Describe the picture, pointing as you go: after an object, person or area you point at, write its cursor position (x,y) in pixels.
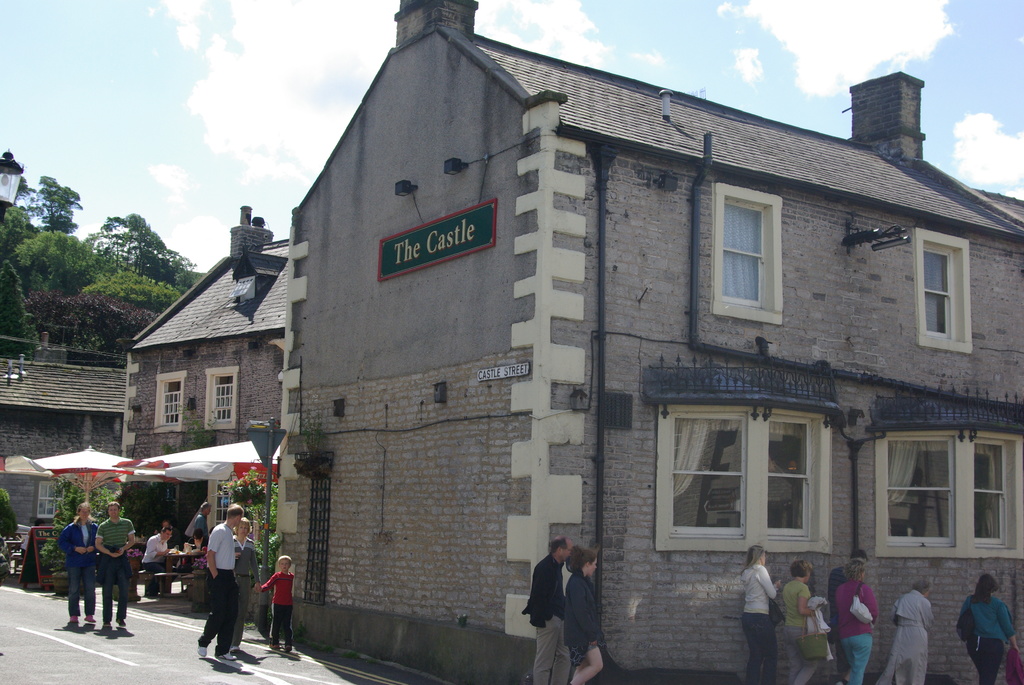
In the center of the image (353,385) we can see buildings (192,383). At the bottom of the image (212,474) we can see umbrellas (92,471), persons (109,510), tables (174,556), road (91,625). In the background (1,278) we can see trees (85,283), sky (87,113) and clouds (219,69).
